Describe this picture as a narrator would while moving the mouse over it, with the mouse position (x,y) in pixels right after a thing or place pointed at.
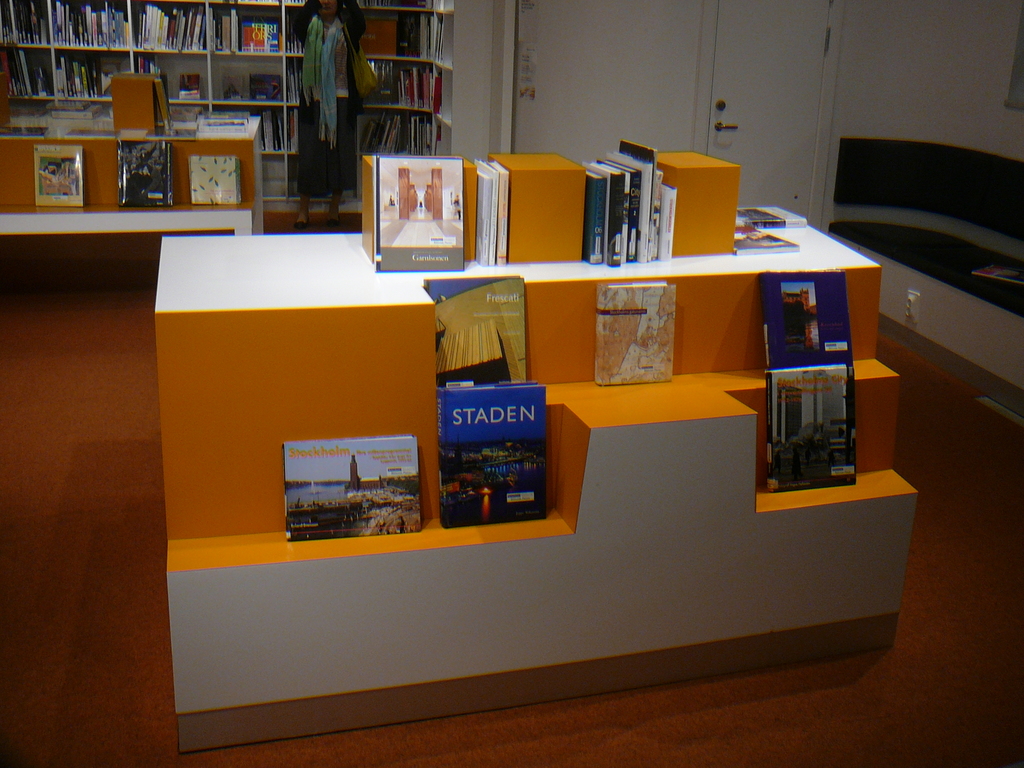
In this picture we can see books (404,255) on a stand (517,217) and in the background (767,42) we can see a person (330,60) standing on the floor (108,312), books (167,22) in racks (214,79), wall (871,66), doors (770,112) and some objects (929,253).
